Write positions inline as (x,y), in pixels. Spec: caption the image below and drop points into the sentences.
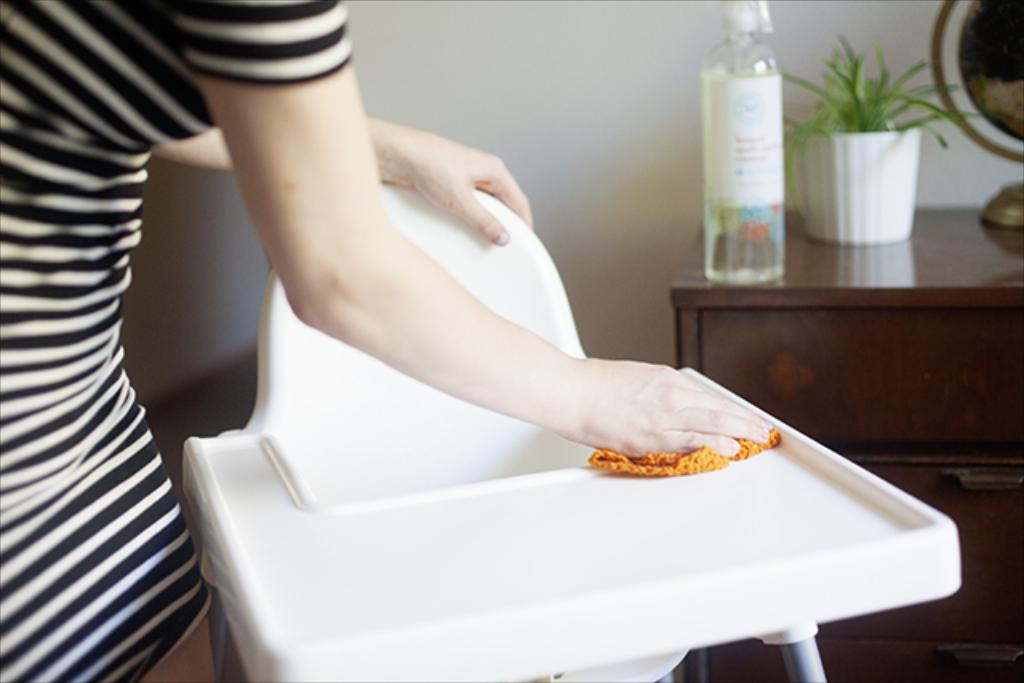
A lady (60,253) with black and white dress (88,343) is cleaning a table (646,491). To the right side (925,355) there is a cupboard (925,355). On the cupboard (934,424) there is a bottle (765,210), a pot (867,142) and a globe (986,86).
